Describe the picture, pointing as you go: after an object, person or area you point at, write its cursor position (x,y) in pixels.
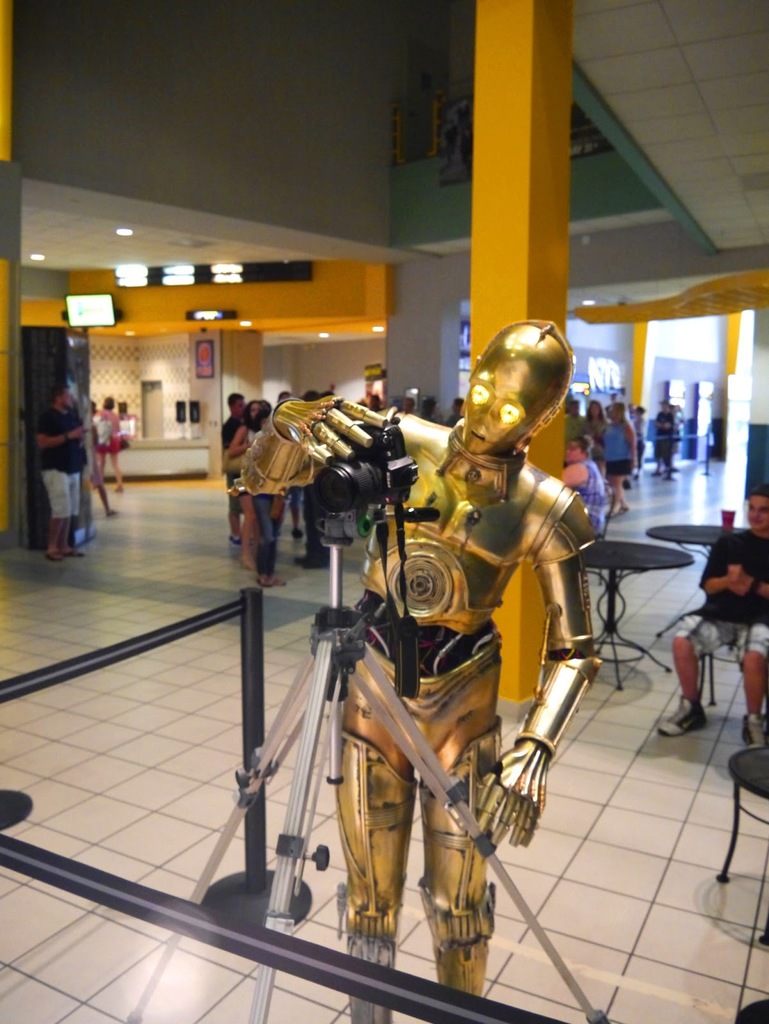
In this picture, we see the robot (477,575) is trying to hold the camera (400,447). In front of the robot (384,582), we see the camera stand (358,652) and the barrier poles (254,607). On the right side (709,565), we see the man (679,653) is sitting on the chair (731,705). Beside him, we see tables (658,565). Beside that, we see a yellow pillar (522,288). Behind that, we see the people (577,464) are standing. In the background (215,400), we see the walls (234,369) and pillars (215,367). At the top (53,261), we see the ceiling (347,251) of the room (334,333). This picture might be clicked in the museum (519,851).
